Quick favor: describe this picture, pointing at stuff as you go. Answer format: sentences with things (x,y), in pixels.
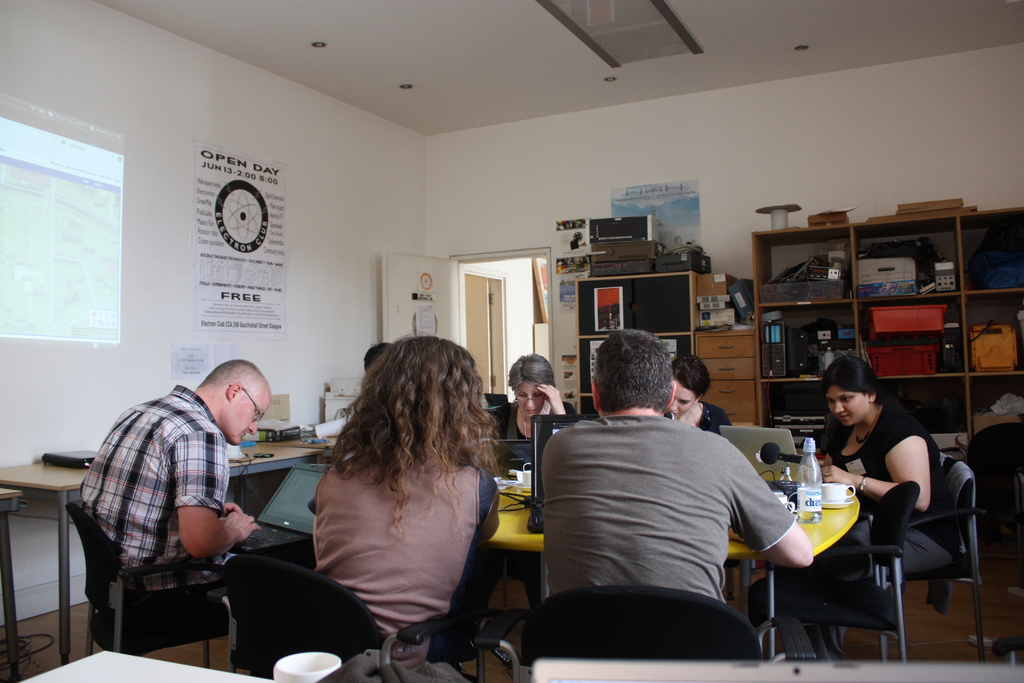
There are group of people (670,457) sitting in front of a yellow table (521,518) which has laptops (530,459) on it and there is a projected image (70,246) in the left corner (70,238) and the wall (586,145) is white in color.
